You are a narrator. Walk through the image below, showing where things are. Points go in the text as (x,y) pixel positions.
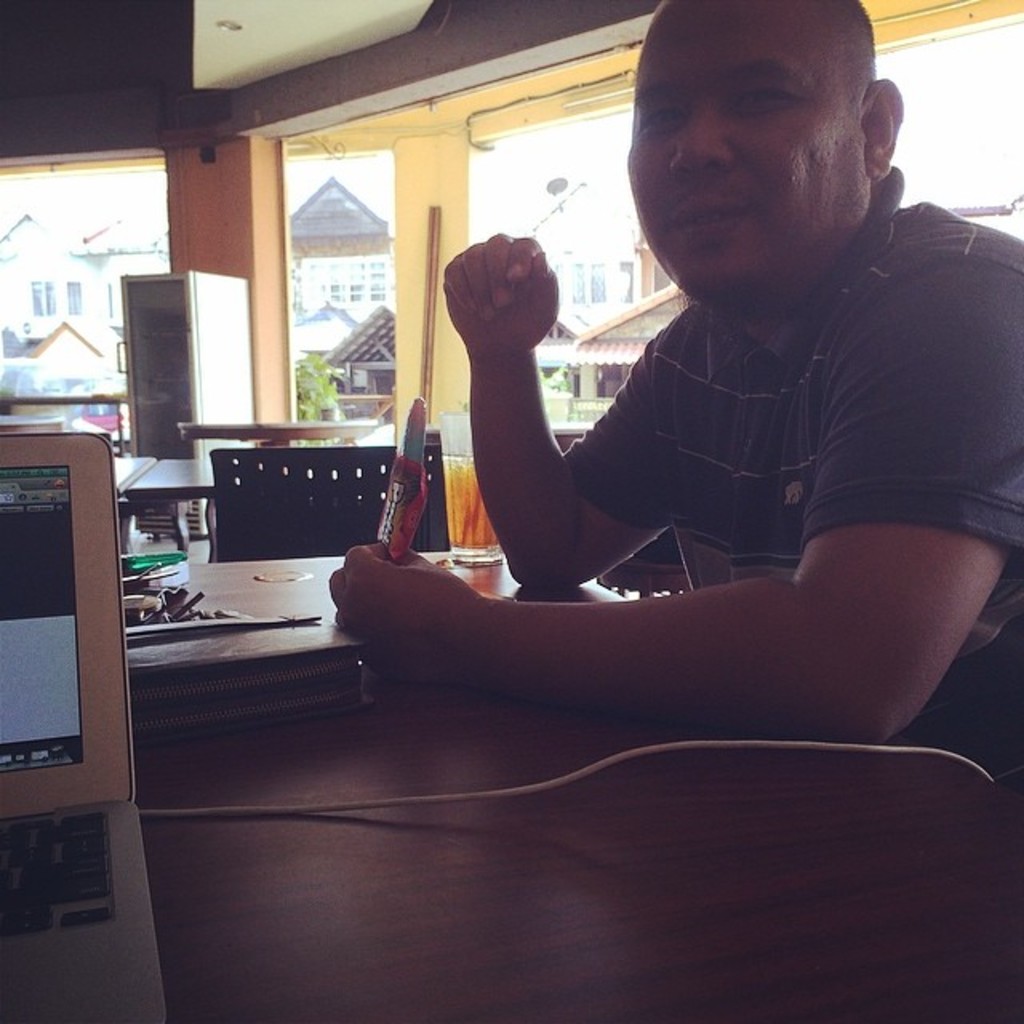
In this picture there is a man (770,605) who is sitting on the chair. There is a laptop (82,648) and a glass (450,521) on the table (261,583). There are many houses (622,275) at the background (636,257).
